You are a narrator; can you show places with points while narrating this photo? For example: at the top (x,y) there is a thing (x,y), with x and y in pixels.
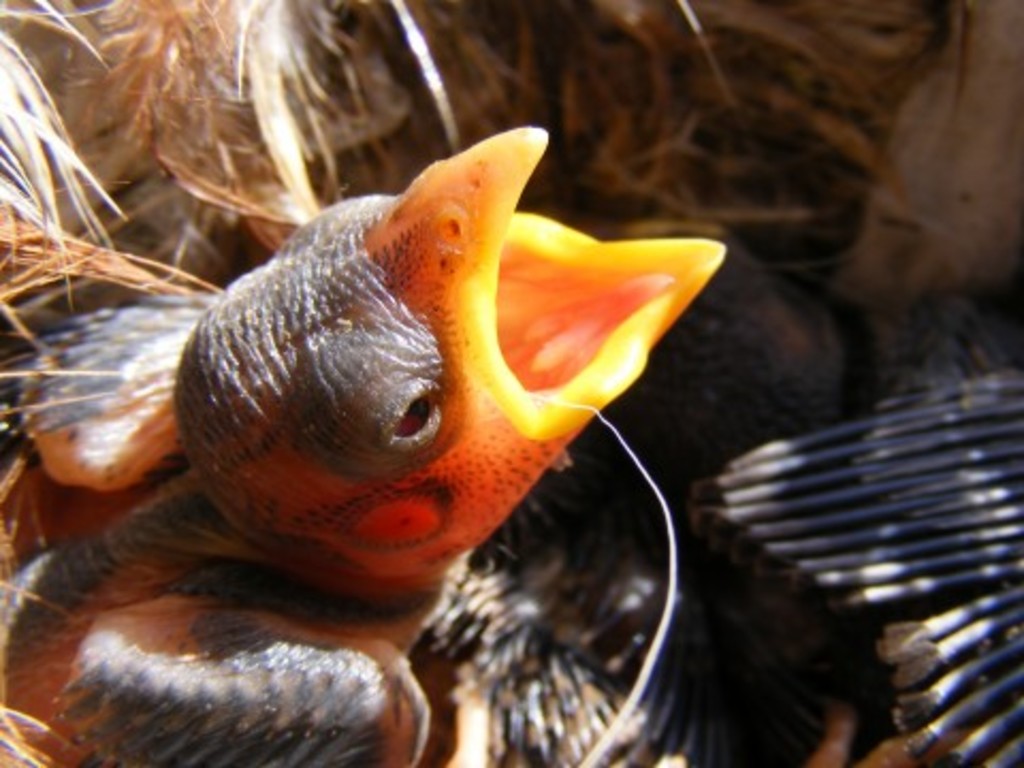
In this image I can see a bird (126,740) in the front (568,348). On the right side of the image (919,556) I can see few black colour things (746,473) and on the top side of the image (208,134) I can see dry grass (111,187).
